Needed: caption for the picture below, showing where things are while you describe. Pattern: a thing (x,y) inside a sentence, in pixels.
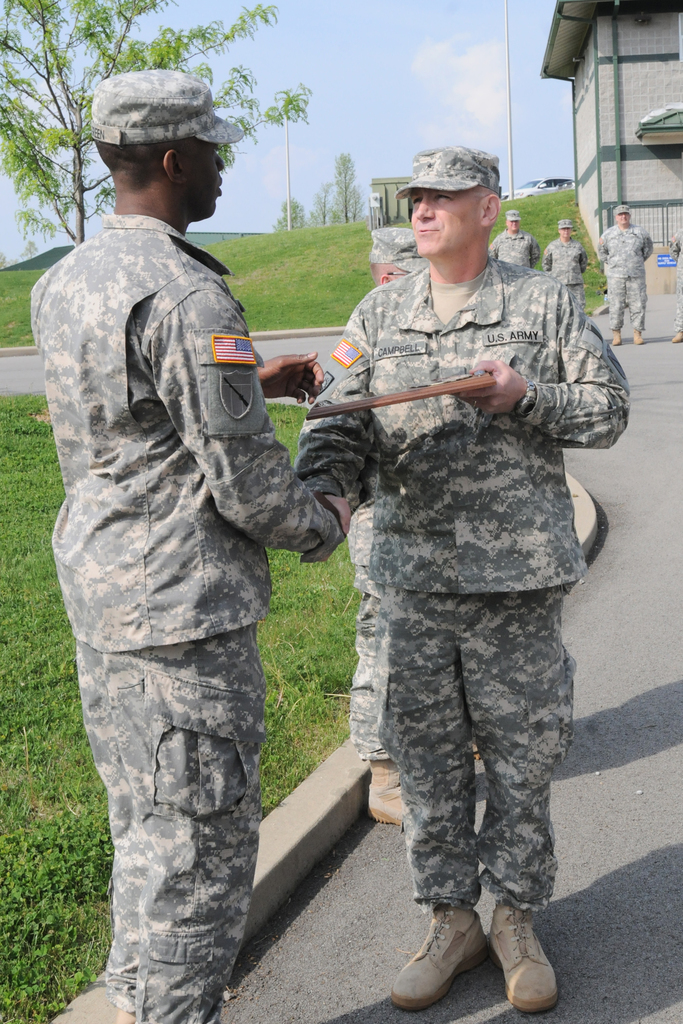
In this picture there are two military person (456,570) holding their hand (339,501) and talking. Behind there is a group of military man (391,257) standing and watching them. In the background (584,137) there is a grey color small house (596,172) and grass hill (537,229) with some trees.
